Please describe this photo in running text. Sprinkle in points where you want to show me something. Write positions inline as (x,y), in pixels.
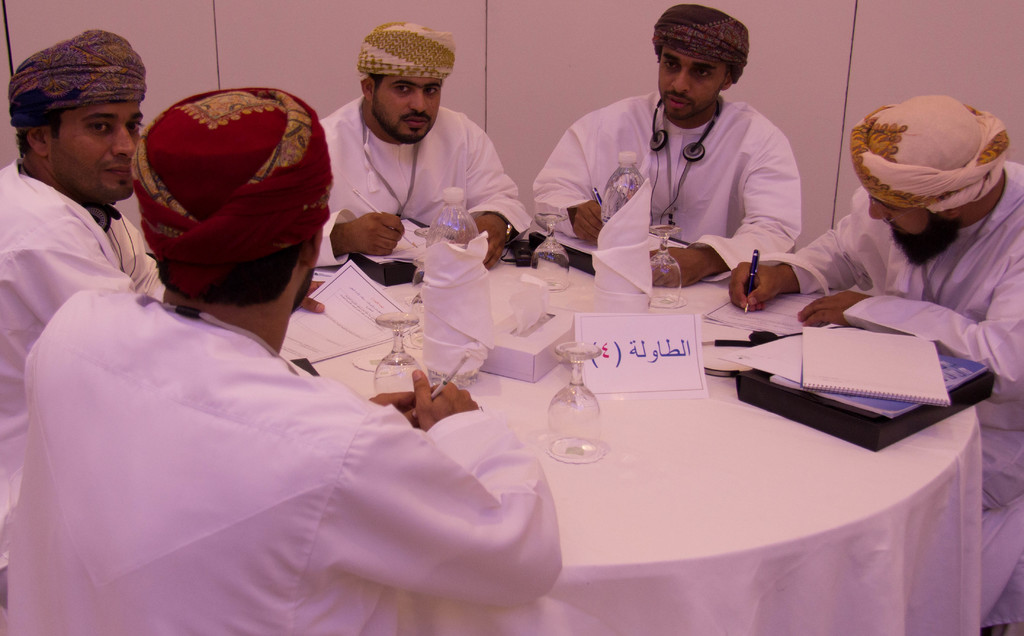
In this image, we can see persons (709,83) wearing hats (187,187) in front of the table (647,512). This table (705,482) contains glasses (668,273), bottles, boxes (529,356) and books (867,365). There is a wall (130,13) at the top of the image (543,50).
